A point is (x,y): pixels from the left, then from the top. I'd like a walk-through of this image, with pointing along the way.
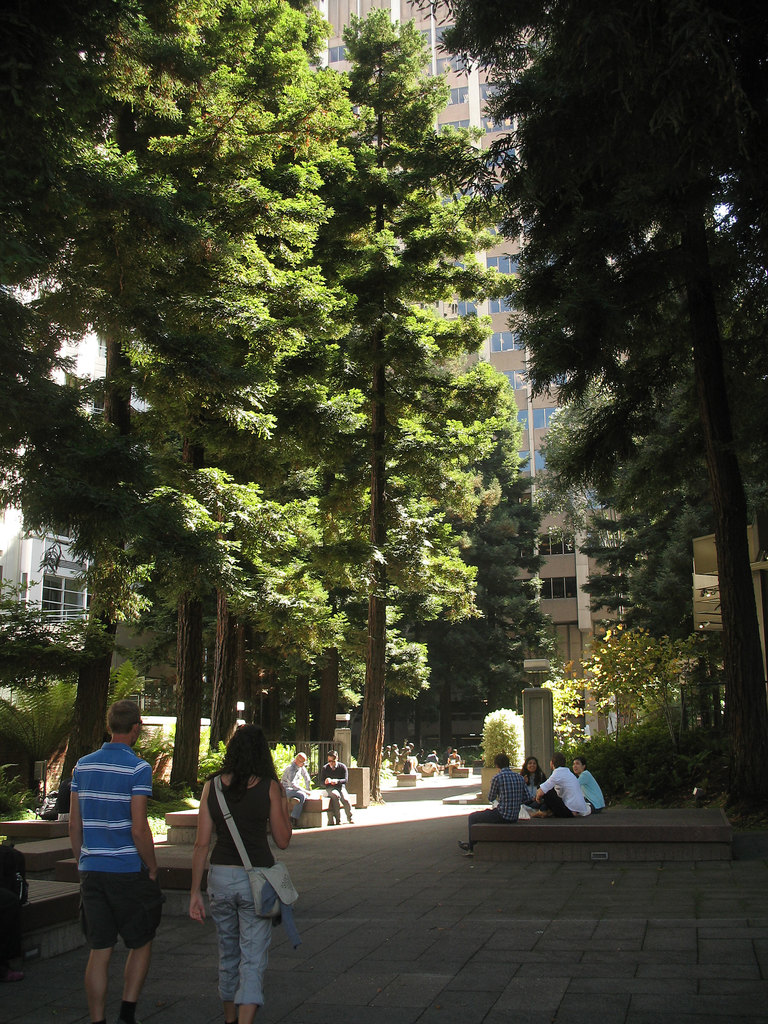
In this picture we can see a few people (111,915) on the path (412,833). We can see plants (204,755), trees (666,709), buildings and other objects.
